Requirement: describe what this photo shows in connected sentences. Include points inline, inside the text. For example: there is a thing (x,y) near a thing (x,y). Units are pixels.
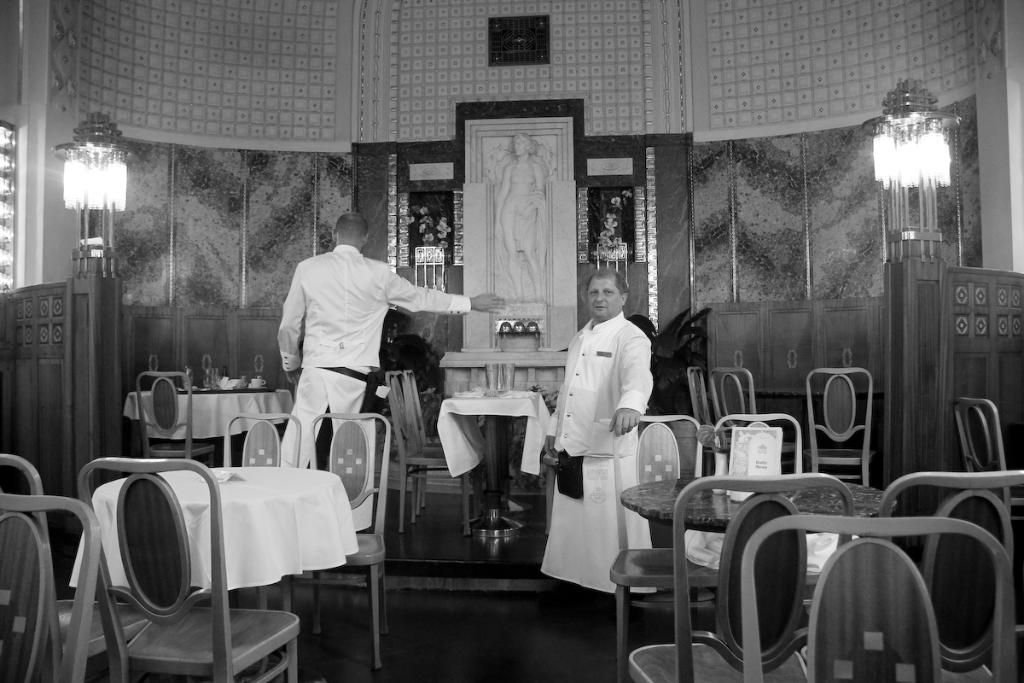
This is a black and white image. There are tables (659,515) and chairs (160,609) in this image. There is a white cloth (265,479) on the tables (278,547). There are two persons (376,374) in this image who are wearing white color dress (614,491). There are lights (86,172) on the left side (100,205) and right side (891,172). On the table (530,394) there are glasses (500,391), Cup (260,383), plates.
